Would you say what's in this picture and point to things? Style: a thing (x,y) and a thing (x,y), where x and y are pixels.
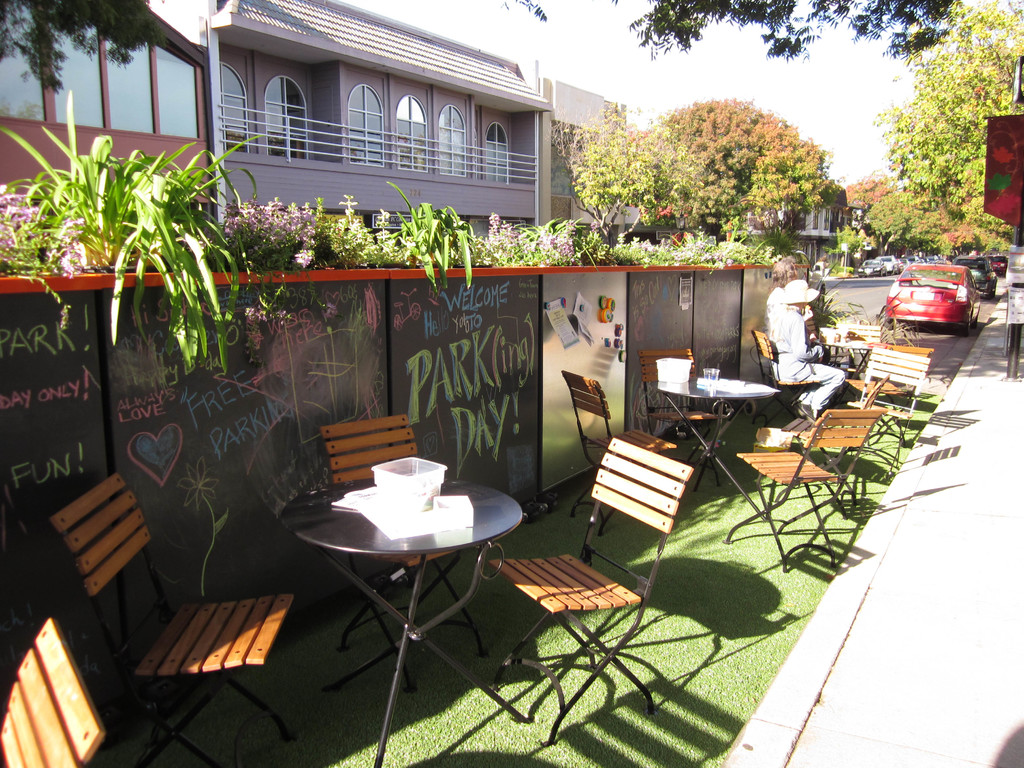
There are many tables (451,486) and chairs (770,367). On the tables (293,501) there are many items (386,467). Two persons (770,324) are sitting on the chairs (768,349). Also there is a car (927,268). In the back (514,317) there is a wall (293,334) with something written on that. Near to the wall (589,319) there are plants (277,235). In the background (267,97) there are many buildings (332,119) with windows (377,122) and railings (342,127). Also there are trees (812,147) and sky (712,53).
